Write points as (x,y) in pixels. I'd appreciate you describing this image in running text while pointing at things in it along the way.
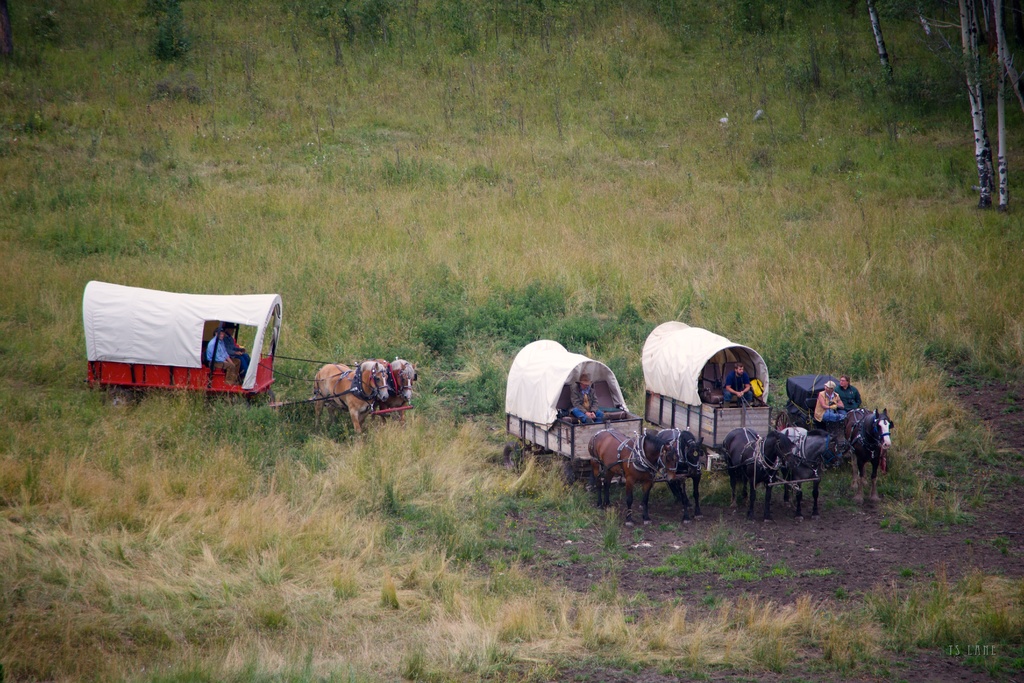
These are the 4 horse carts (532,384), there are people (581,377) in it. This is the grass (143,600).
